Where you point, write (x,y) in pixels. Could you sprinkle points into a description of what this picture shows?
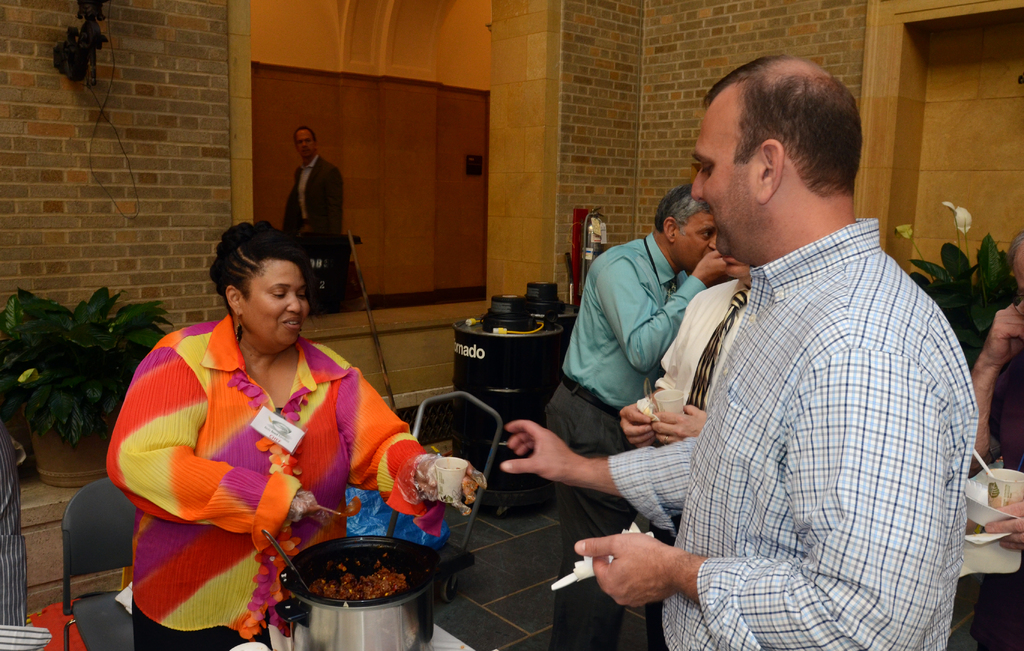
In the image there are few men (773,453) having food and a woman (274,491) on left side (240,507) with a bowl (304,564) in front of her on a table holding a cup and behind her there are plants (105,400) and chairs (105,628) in front of the wall (49,139).
